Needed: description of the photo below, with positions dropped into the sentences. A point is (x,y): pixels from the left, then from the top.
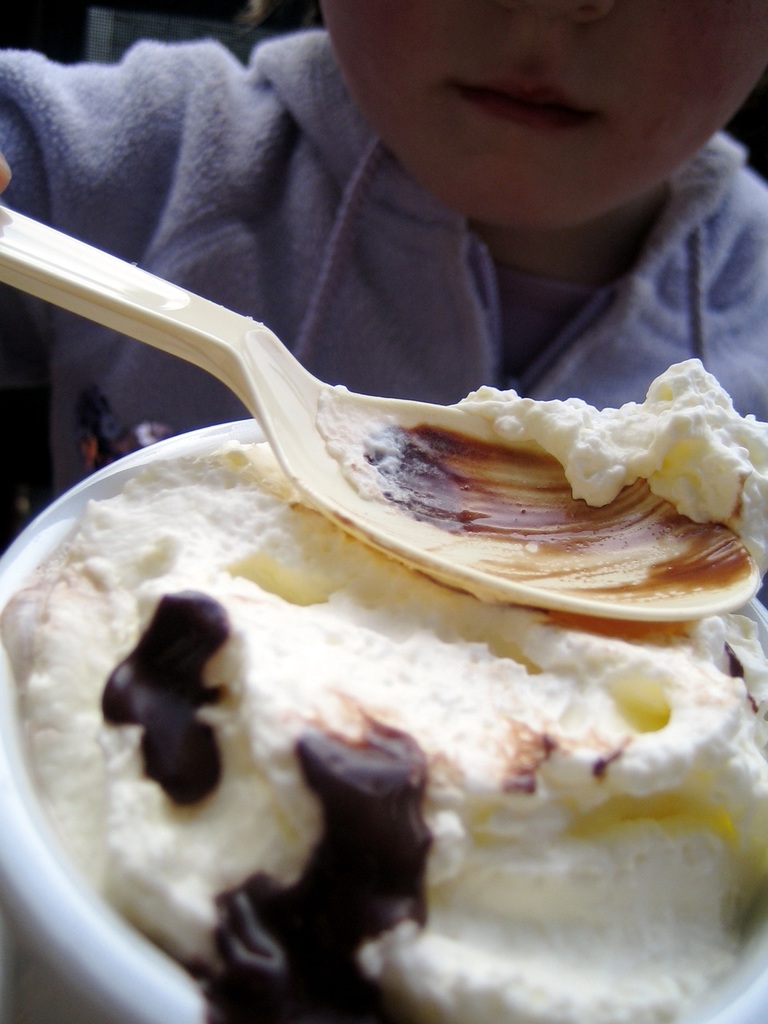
As we can see in the image there is a person (319,195) holding spoon (168,329) and there is a cup (189,1003) filled with cream (290,695).
